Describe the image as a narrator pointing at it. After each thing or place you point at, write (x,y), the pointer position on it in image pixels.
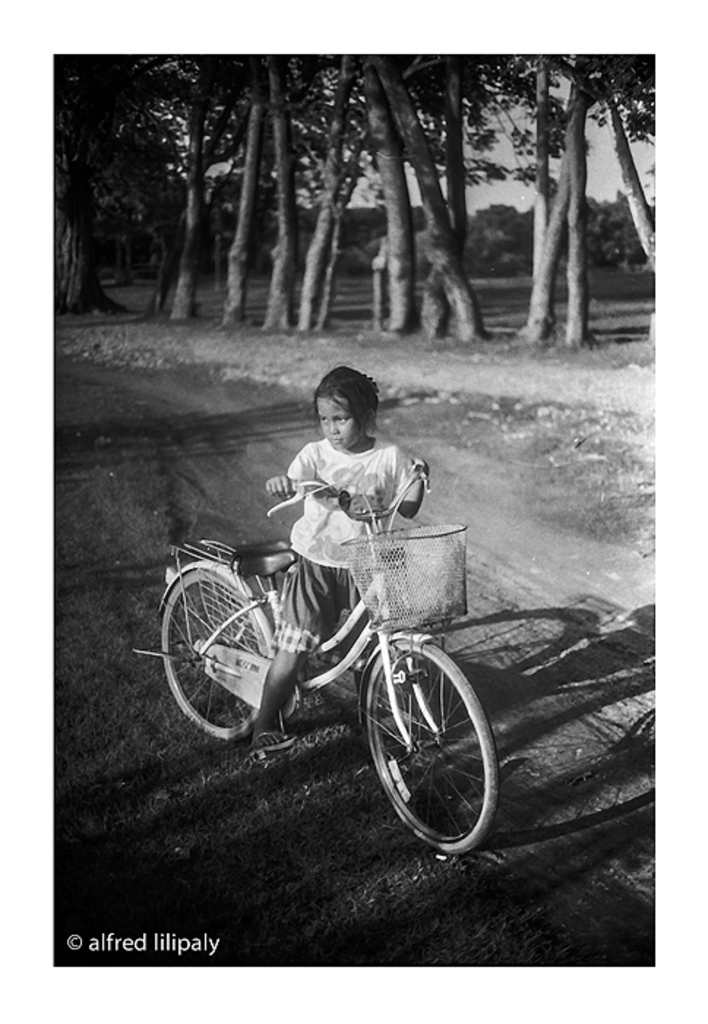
This picture is clicked outside. In the center (333,471) we can see a kid (364,451) wearing t-shirt (375,498) and seems to be riding a bicycle (385,669). In the background (539,218) we can see the sky (507,156), trees (498,220) and plants (487,258). In the bottom left corner (93,943) we can see the text (133,951) on the image.
